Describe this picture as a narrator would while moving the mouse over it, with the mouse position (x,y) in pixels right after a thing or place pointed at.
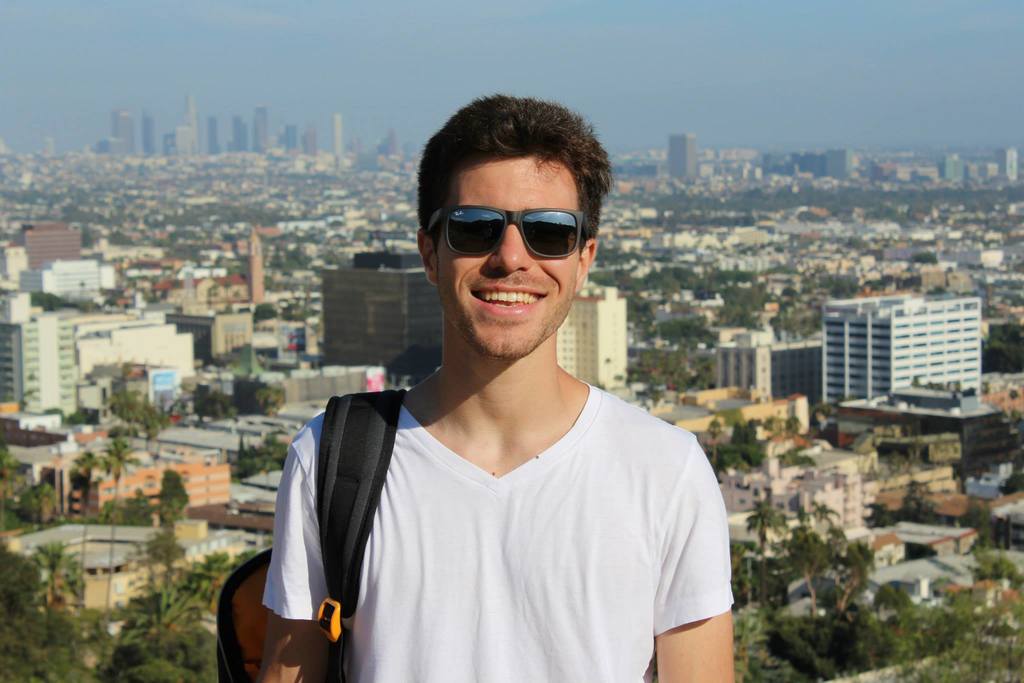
In the foreground of this image (495,473), there is a man (504,549) standing and wearing a bag pack (361,469) and having smile (512,300) on his face (506,285). In the background (863,305), we can see the city (332,191) which includes the buildings (246,376) and trees (256,448). On the top (279,50), there is the sky (279,50).
